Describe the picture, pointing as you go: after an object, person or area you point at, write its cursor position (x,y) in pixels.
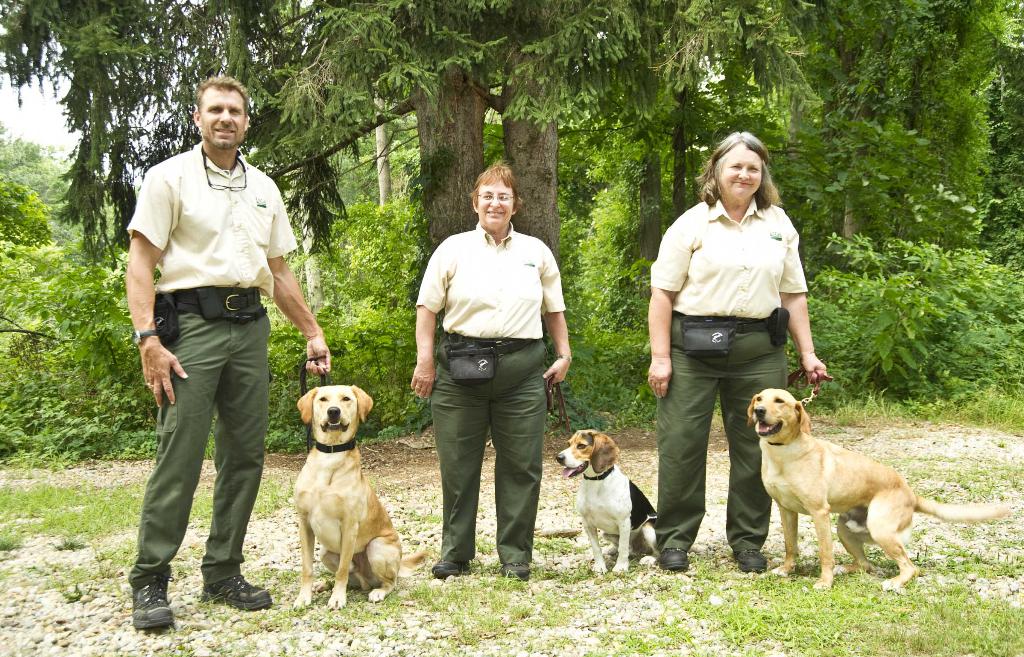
In this image we can see persons (455,484) standing on the ground (288,563) and holding dogs (601,484) in their hands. In the background (542,82) there are plants (895,247), trees (597,120) and sky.
